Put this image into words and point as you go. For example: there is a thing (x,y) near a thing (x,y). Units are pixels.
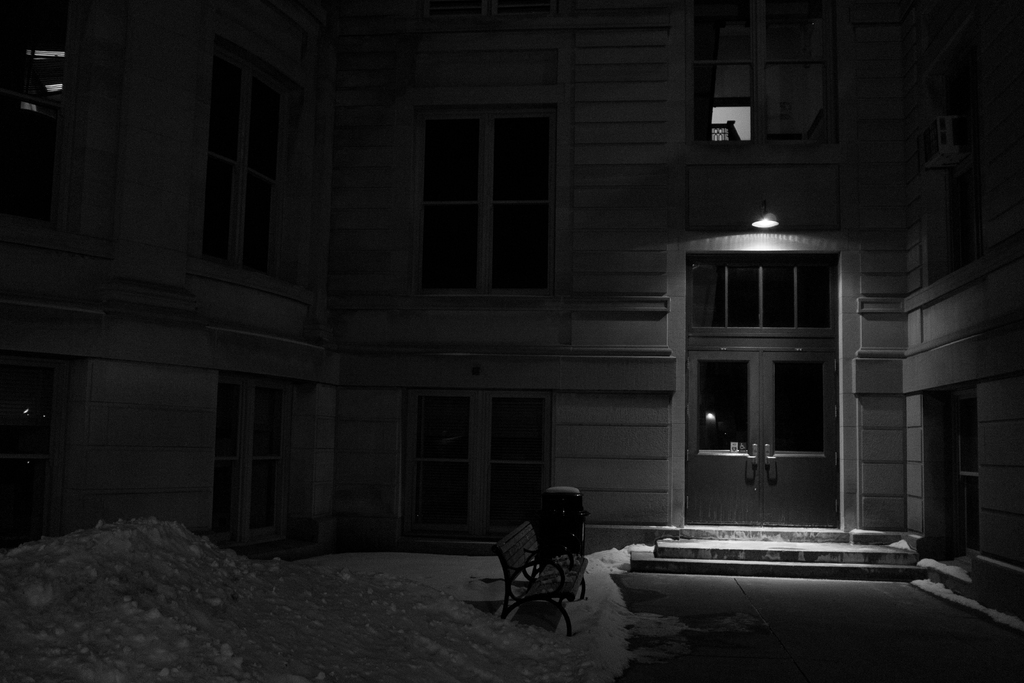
In this image there is a building (745,203). At the bottom (580,625) we can see a bench (504,567) and there is snow (252,619). There are windows (434,272) and we can see a door (695,463).
